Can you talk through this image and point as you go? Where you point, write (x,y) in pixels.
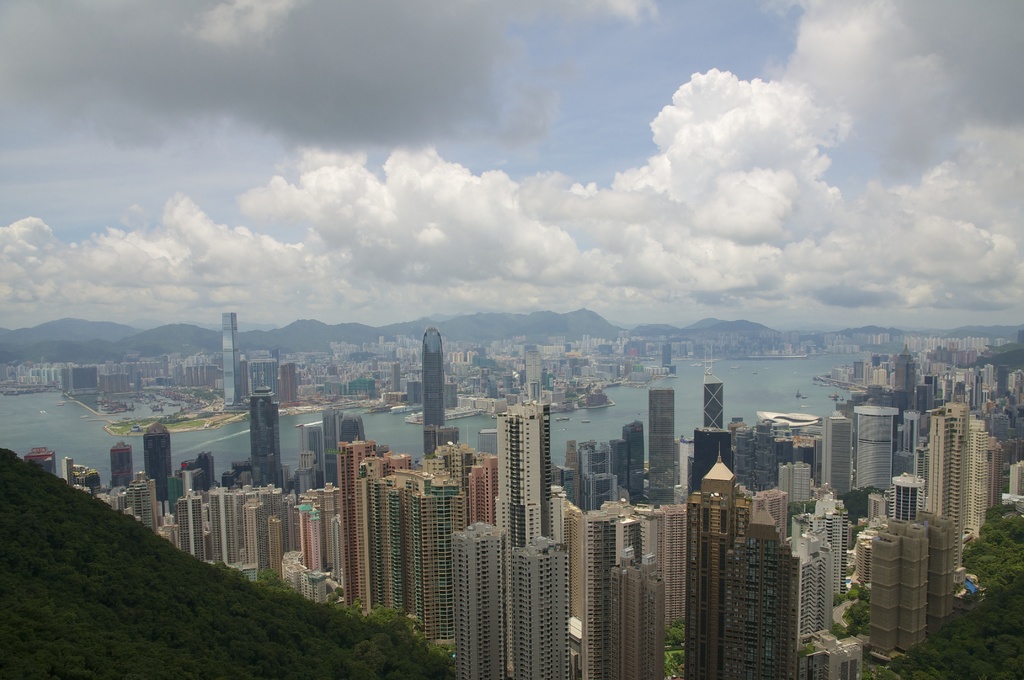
This image is taken outdoors. At the top of the image (132,184) there is a sky (269,187) with clouds (802,207). In the background (150,326) there are a few hills (115,332). In the middle of the image (637,400) there is a river (799,383) with water (733,370). There are many buildings (661,410) and skyscrapers (889,556) on the ground (374,369). There are many trees (978,623) and plants (222,640) on the ground (106,603). On the left side of the image (131,599) there is a hill (138,655) with trees (181,650) and plants (210,639).
